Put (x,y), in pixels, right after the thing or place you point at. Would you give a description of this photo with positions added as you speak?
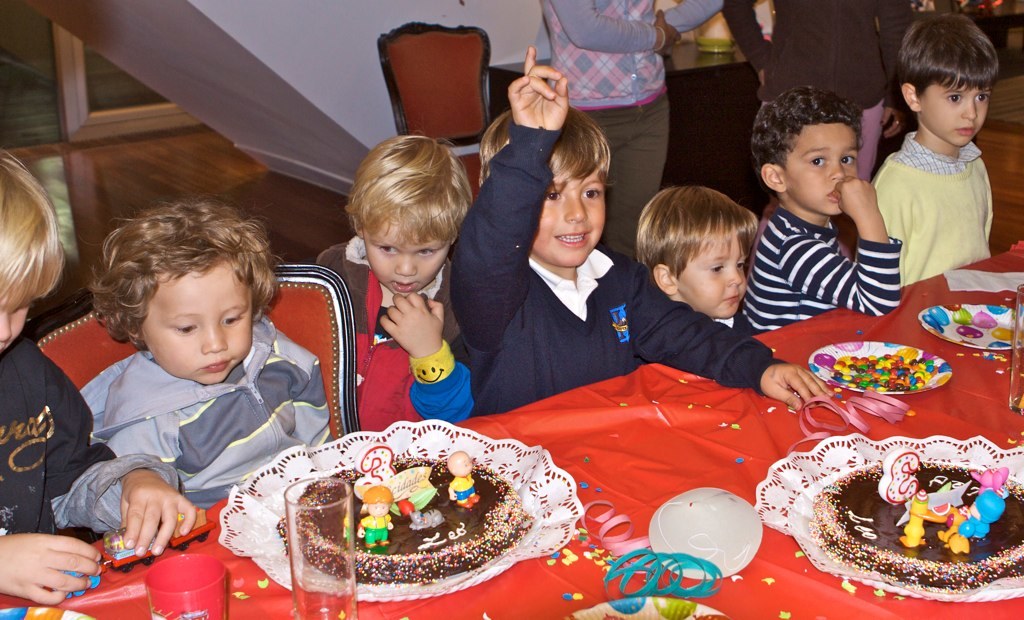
In this image few kids (406,360) are behind the table (761,454). On the table (667,493) there are few plates (807,476) and glasses (331,483). Left bottom there is a plate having a cake (430,528) which is having few toys (371,540) on it. Beside the plate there are two glasses (201,599). Left side there is a kid (31,547) holding an object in his hand (22,573). Beside him there is a kid (266,381) sitting on the chair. Right bottom there is a plate (833,456) having a cake (916,552) with few toys (960,536) on it. Beside there is a plate (852,352) having few gems (880,374) in it. Right side (1019,325) there is a glass (1021,353), behind there is a plate (977,333) which is on the table (656,383). Top of the image (837,59) few persons (835,53) are standing. Behind them there is a table (711,79) having few objects (711,46) on it. Beside the table (693,45) there is a chair (435,91). Background (487,21) there is a wall (497,60).
